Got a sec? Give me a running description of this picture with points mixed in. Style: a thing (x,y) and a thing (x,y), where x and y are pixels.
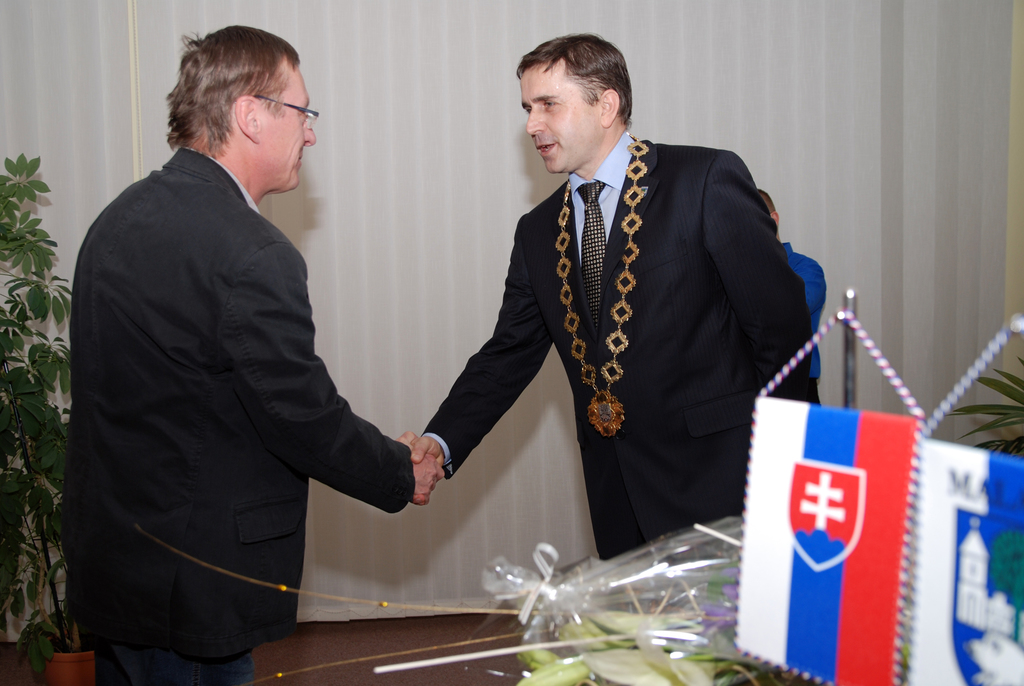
In this picture I can see couple of men (287,349) shaking their hands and I can see flower bouquet (618,631) and a plant (1009,390) on the right side (986,418) and they look like flags (901,628) at the bottom right corner (833,551) and I can see another plant (42,415) on the left side (27,429) and I can see blinds (508,250) and another human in the back (820,241).
